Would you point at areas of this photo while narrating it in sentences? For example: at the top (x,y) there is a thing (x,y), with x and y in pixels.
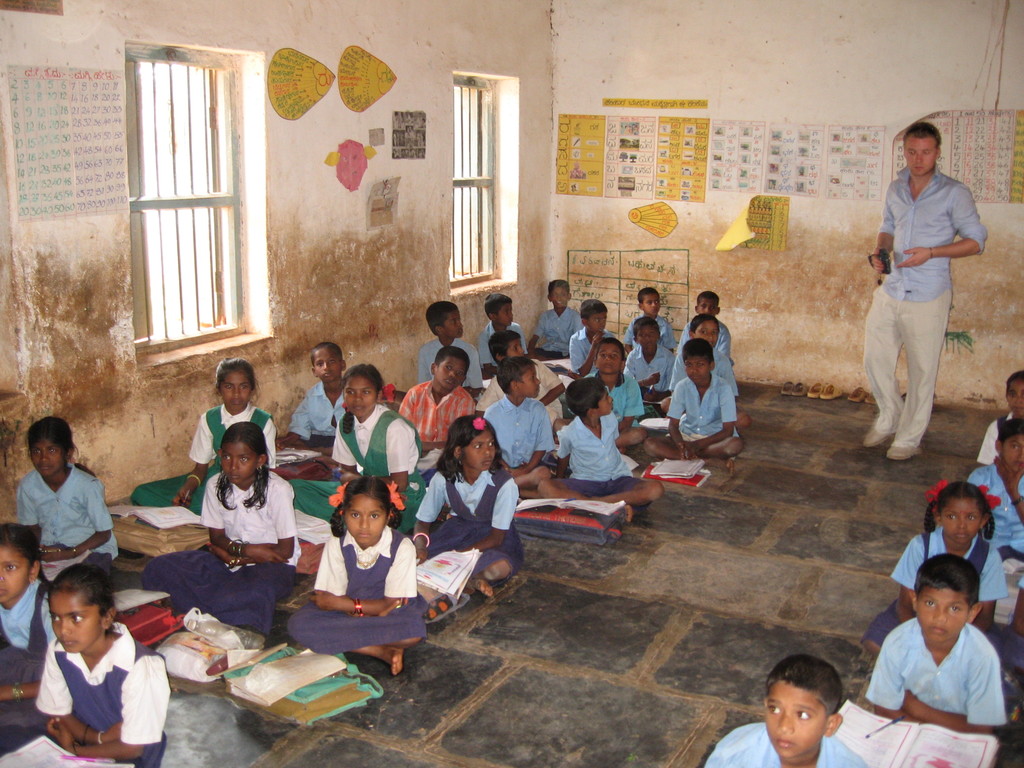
It is a picture of a classroom (378,334). In this picture I can see children (555,355) are sitting on the floor (791,405), In-front of them there are bags (203,637) and books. In the background (184,167) there are windows (227,149), walls (539,210), a person (914,180) and posters (17,175). Posters (75,159) are on the wall (362,123). A person (900,178) is holding an object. In-front of the wall (811,249) there are footwear's (813,397).
